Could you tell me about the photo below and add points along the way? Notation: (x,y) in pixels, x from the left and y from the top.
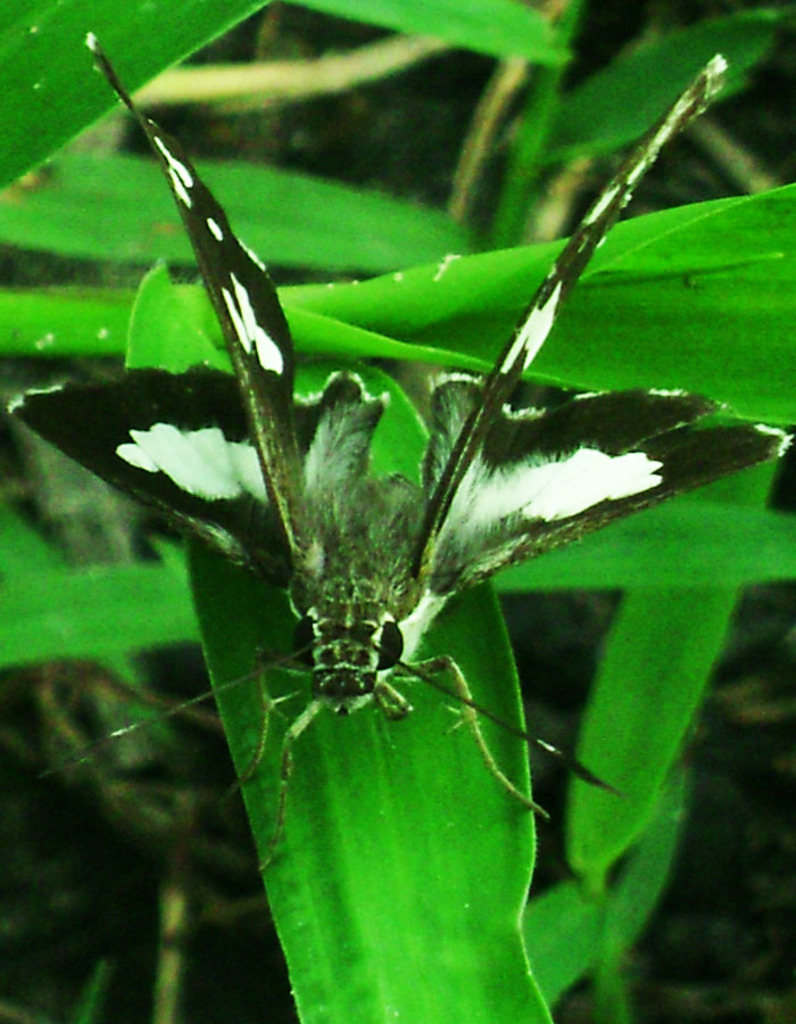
In this image we can see an insect (229,687) on the leaf (477,1021) and in the background (703,548) we can see some leaves (793,410).
